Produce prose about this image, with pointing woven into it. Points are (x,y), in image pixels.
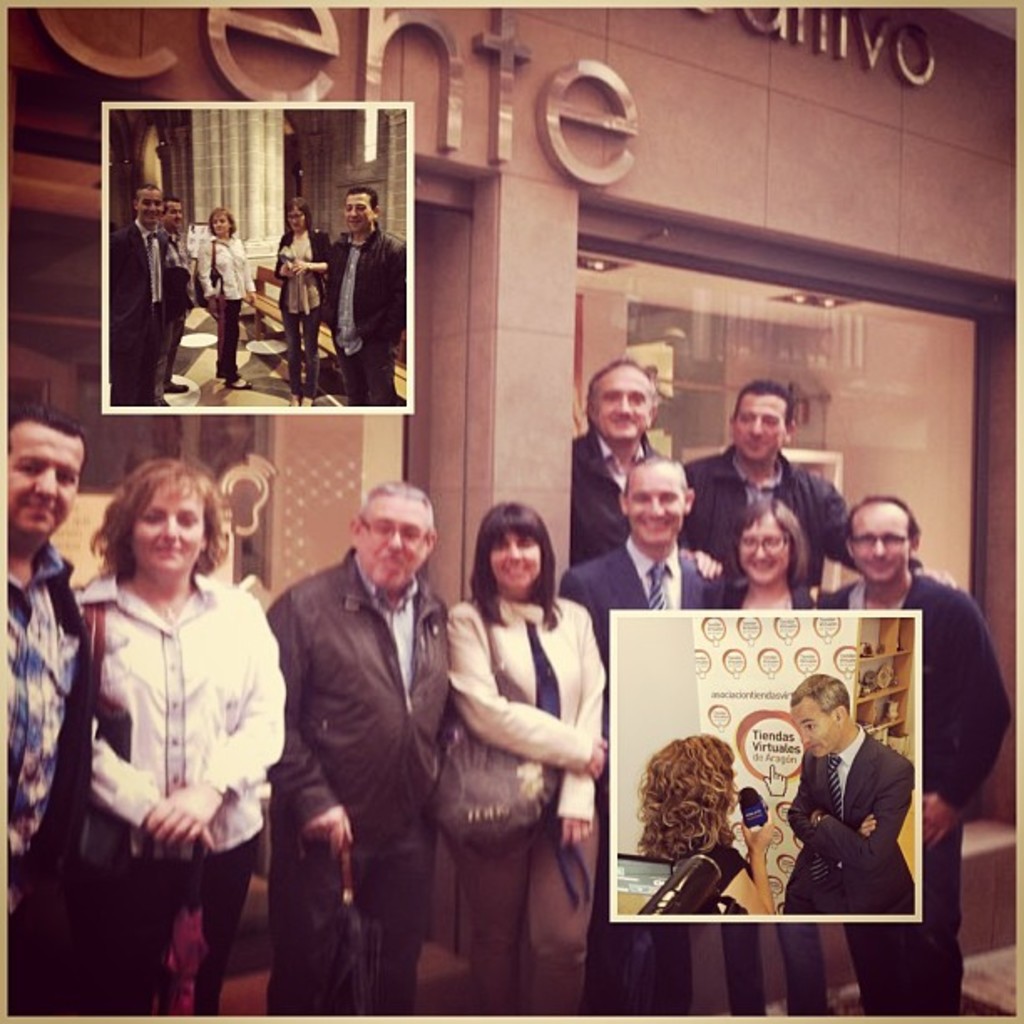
In this image I can see few people (291,714) standing and wearing different color dress (479,692). I can see a building (758,156) and glass window (686,443).
